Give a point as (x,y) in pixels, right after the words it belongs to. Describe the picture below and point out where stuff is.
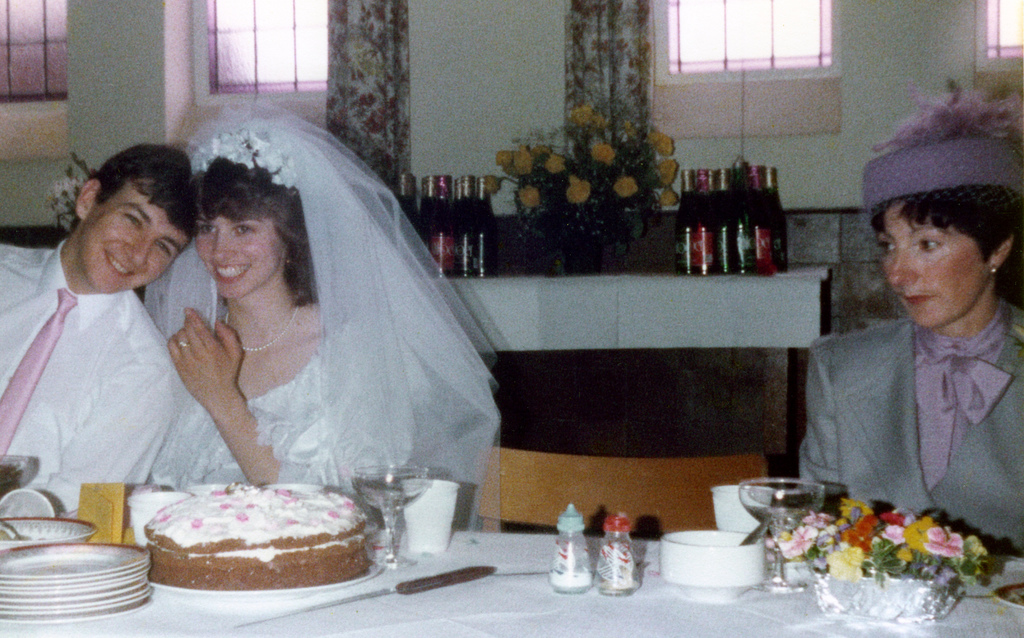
In this image there are plates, glasses (804,503), bowls (673,552), a plant (796,539) with flowers (909,538), cake (355,533) and a knife (333,603) on the table (521,573), there are three persons (395,259) sitting on the chairs (534,515), and in the background (556,231) there are wine bottles (488,254) and a plant (560,216) with flowers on the table (780,311), windows (254,1), curtains (571,44).
